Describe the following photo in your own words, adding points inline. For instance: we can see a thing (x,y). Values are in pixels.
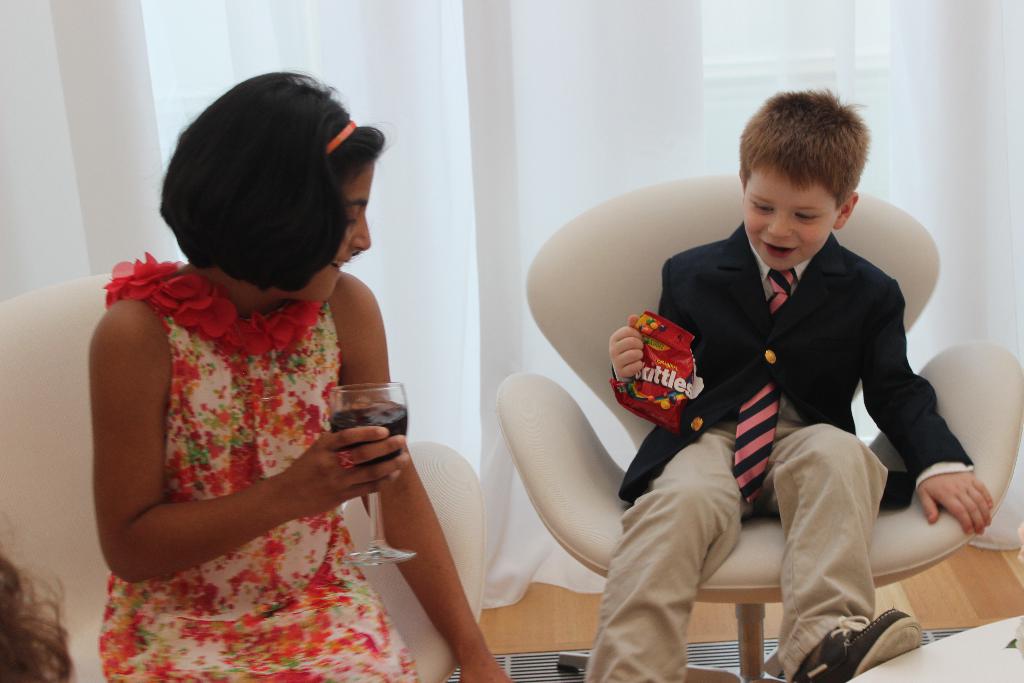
In this picture we can see two people (388,433) holding a glass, packet (658,369) with their hands (624,361), sitting on chairs (590,331) and in the background (589,605) we can see the floor (600,599), window (860,78) with curtains (418,68).
